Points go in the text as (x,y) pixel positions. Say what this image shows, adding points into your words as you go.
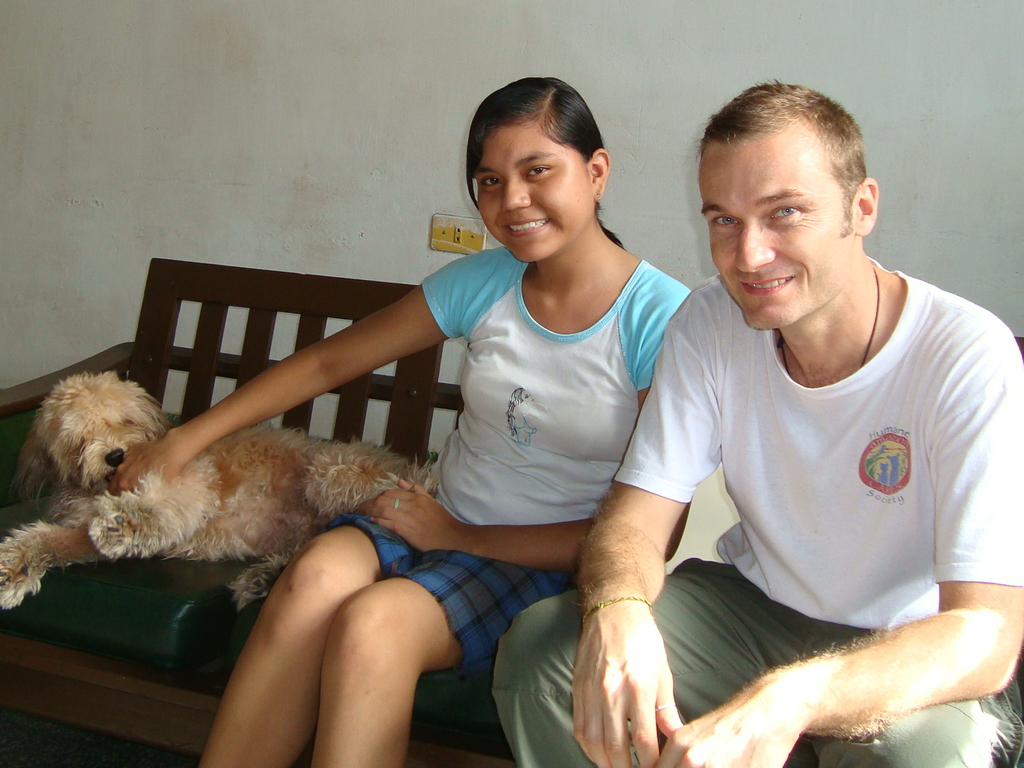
In this picture there are two people (592,349) sitting on a sofa (438,685) and a lady (447,630) is holding a dog (206,480). The background (877,124) is white in color.
